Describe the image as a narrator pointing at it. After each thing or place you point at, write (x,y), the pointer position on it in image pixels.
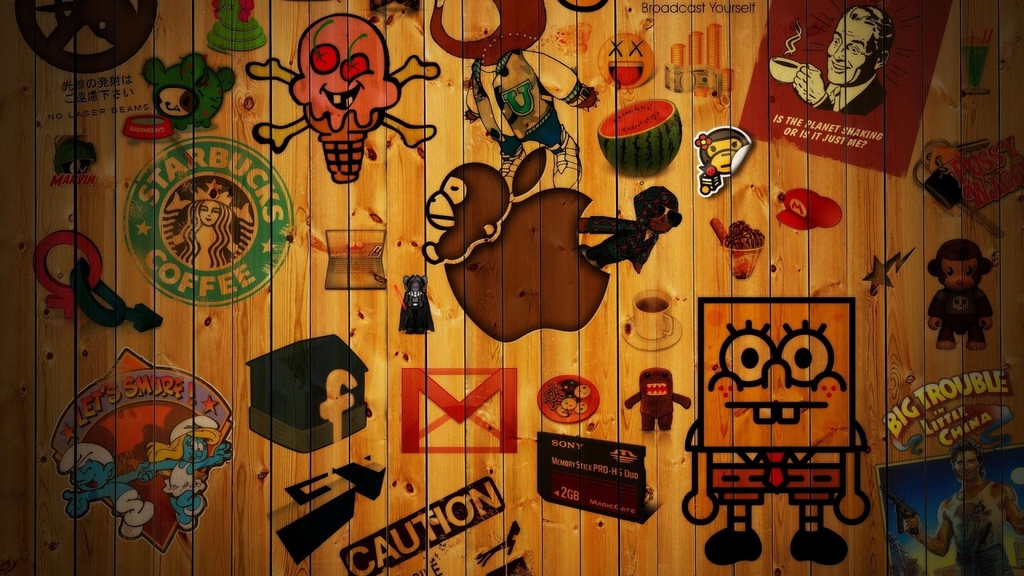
This picture shows painting (814,536) on the wooden wall (792,161). We see text (934,412) and few cartoons (741,557).
